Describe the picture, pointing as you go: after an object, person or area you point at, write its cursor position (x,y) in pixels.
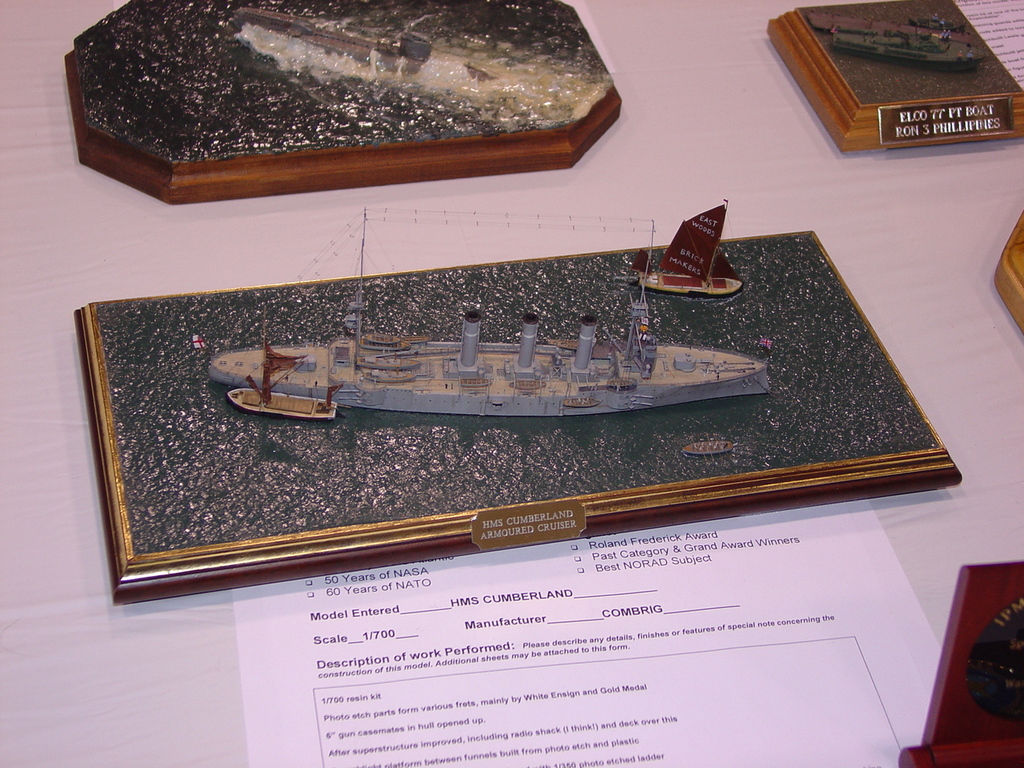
There are model ships (730,382) and boats (878,43) arranged on the boards (541,78). These boards (811,255) are arranged on a table (746,221), on which there is a document (632,687).
